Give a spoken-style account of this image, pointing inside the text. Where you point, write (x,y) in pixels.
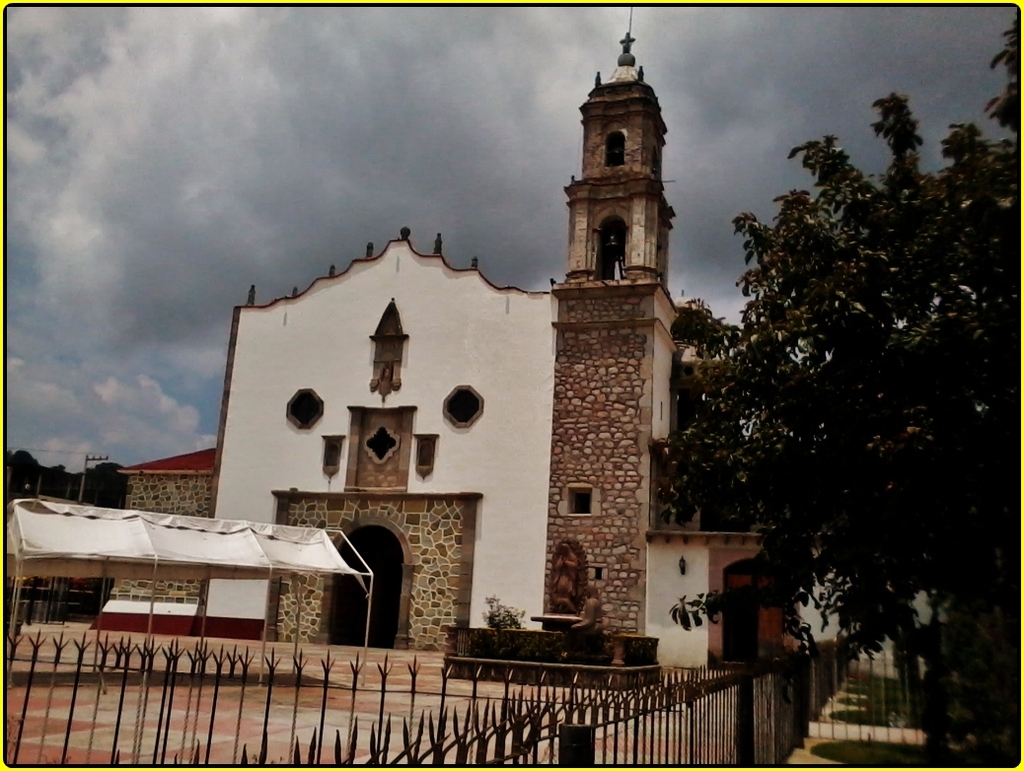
There is a building (473,498) and there is a fence (748,689) beside it and there is a tree (929,335) in the right corner (943,322) and the sky (328,171) is cloudy.
